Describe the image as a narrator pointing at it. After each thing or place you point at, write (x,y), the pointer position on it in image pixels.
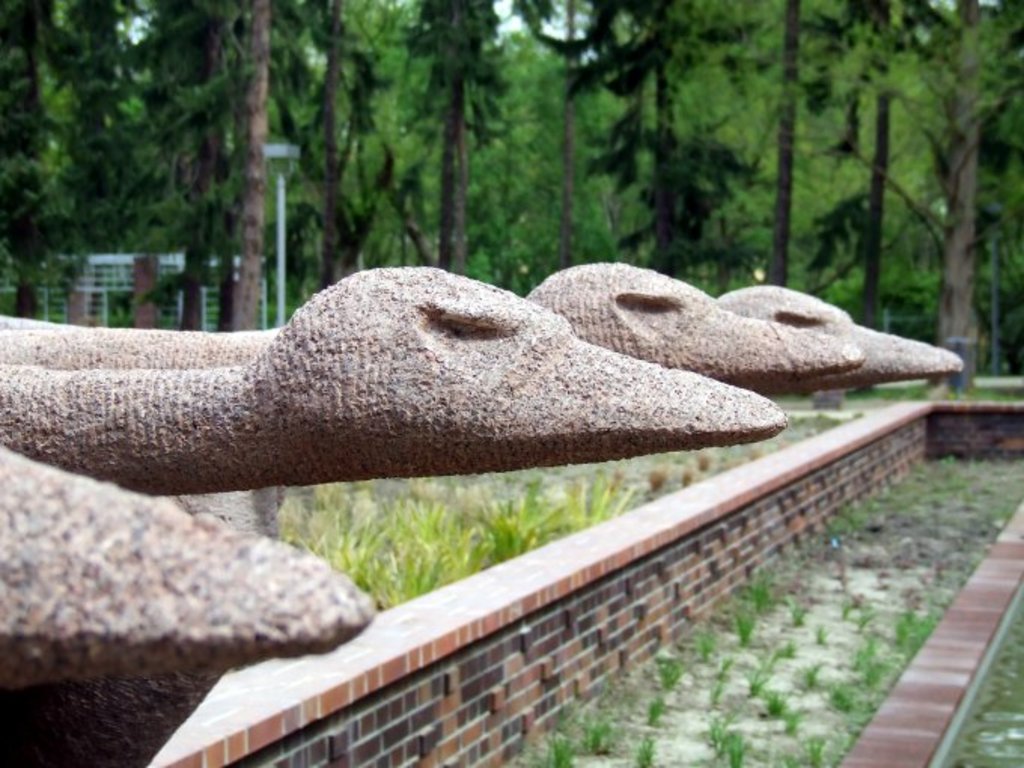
In this picture I can see trees (640,99) and few plants (350,555) and a pole light (283,252) and I can see stone carving (45,335).
